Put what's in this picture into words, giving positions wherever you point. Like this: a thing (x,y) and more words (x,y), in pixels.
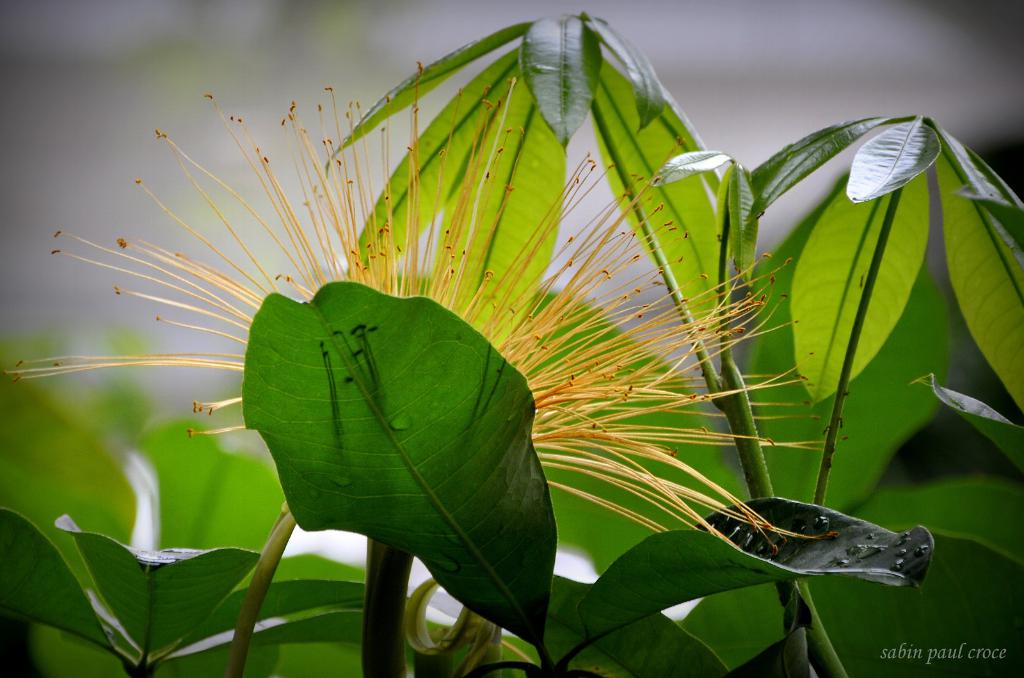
In this image I can see few leaves (916,370) in green color and the flower (621,381) in yellow and orange color. Background (347,67) is blurred.
